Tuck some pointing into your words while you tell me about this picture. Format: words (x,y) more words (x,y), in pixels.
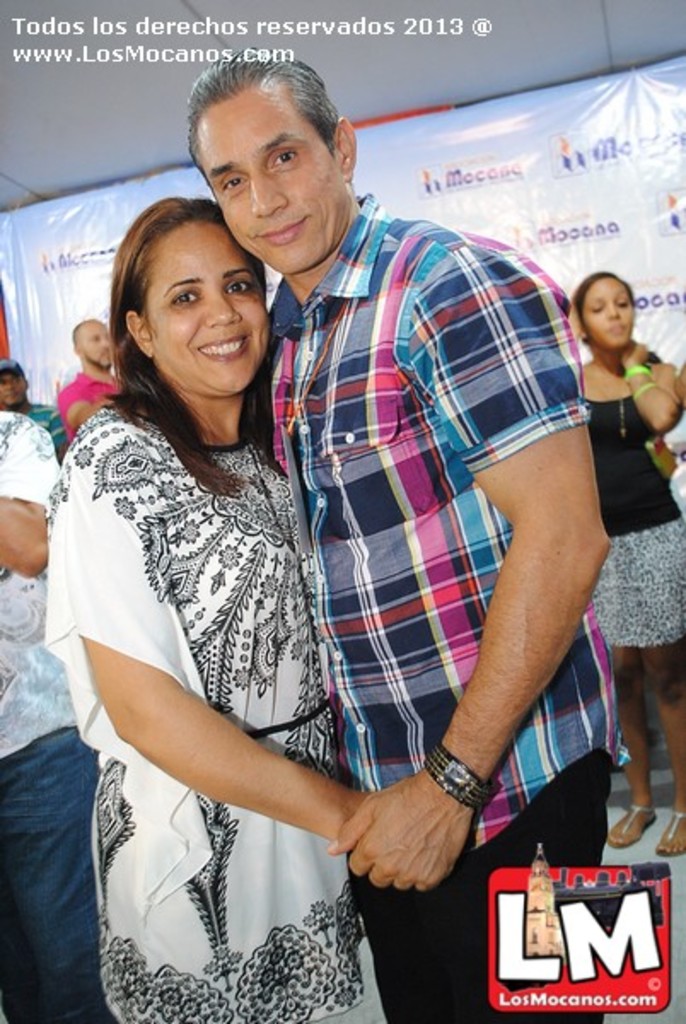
In this image in the foreground (251,509) there is one man (304,243) and one woman (243,393) standing and smiling, and in the background (630,391) there are some persons (640,472) and a poster (667,199). On the poster (667,199) there is text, at the top (32,130) there is ceiling (182,41) and some text (186,39) is there. And in the bottom right hand corner (553,876) there is one logo (638,912) and text (622,945).
